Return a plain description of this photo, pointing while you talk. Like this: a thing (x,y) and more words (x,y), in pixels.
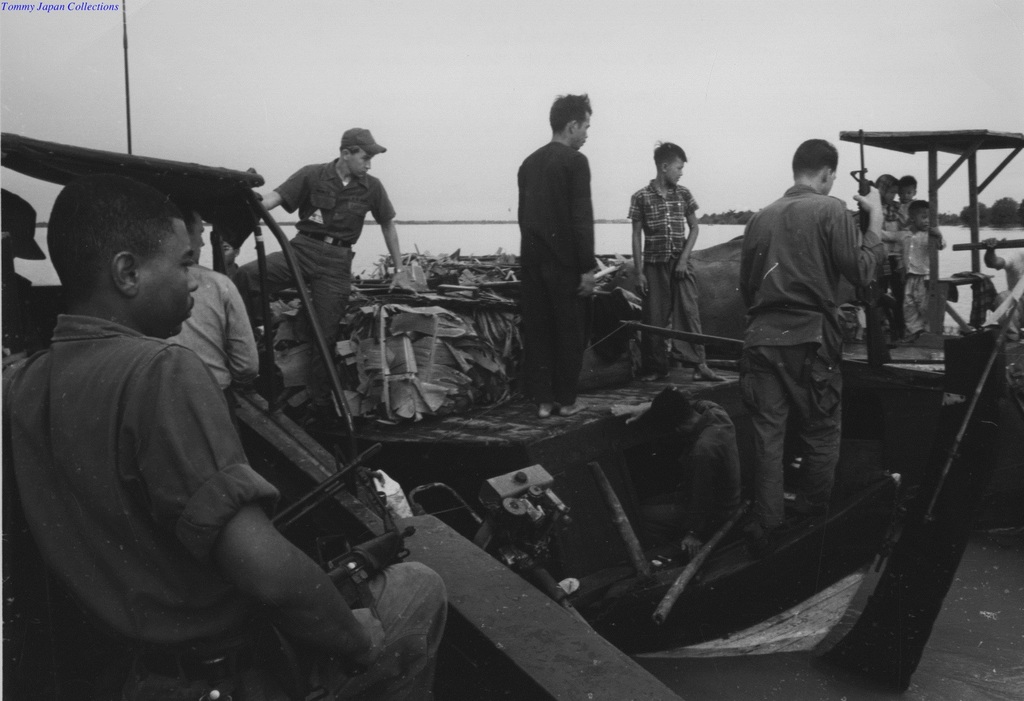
In this picture we can see a group of people (221,534), here we can see some objects (544,516) and in the background (198,83) we can see water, trees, sky (204,96), in the top left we can see some text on it.
